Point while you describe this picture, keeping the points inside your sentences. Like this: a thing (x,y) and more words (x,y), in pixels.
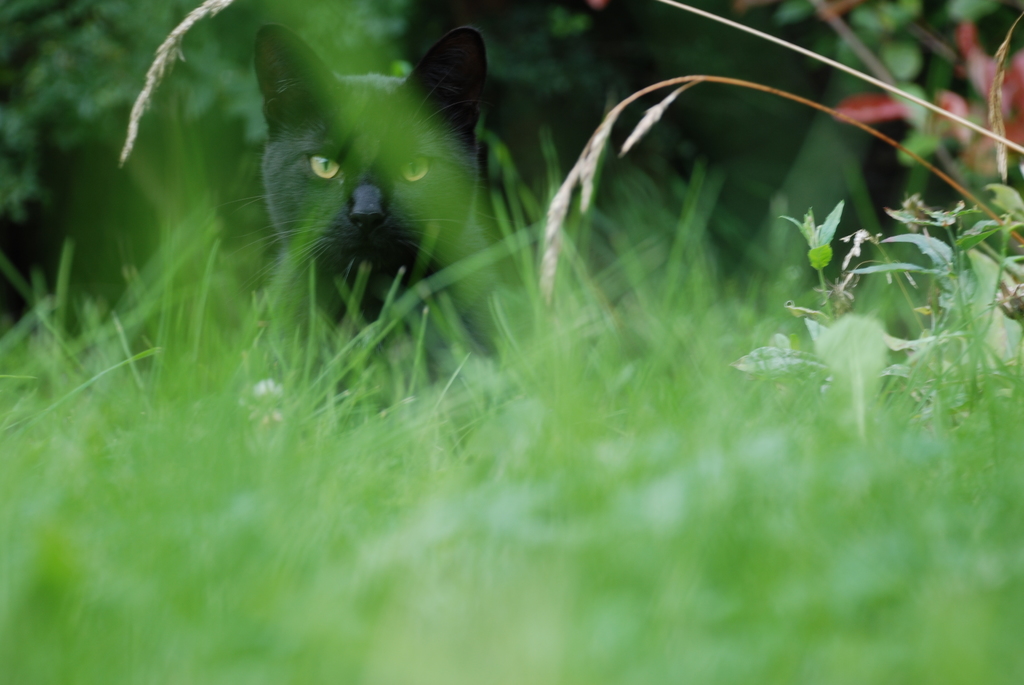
At the bottom of this image (396,502) I can see the grass (595,488). On the right side (872,338) there are few plants (931,297). In the middle of the image (358,252) there is a black color cat (386,188) looking at the picture. In the background (169,146) there are few trees (539,93).
